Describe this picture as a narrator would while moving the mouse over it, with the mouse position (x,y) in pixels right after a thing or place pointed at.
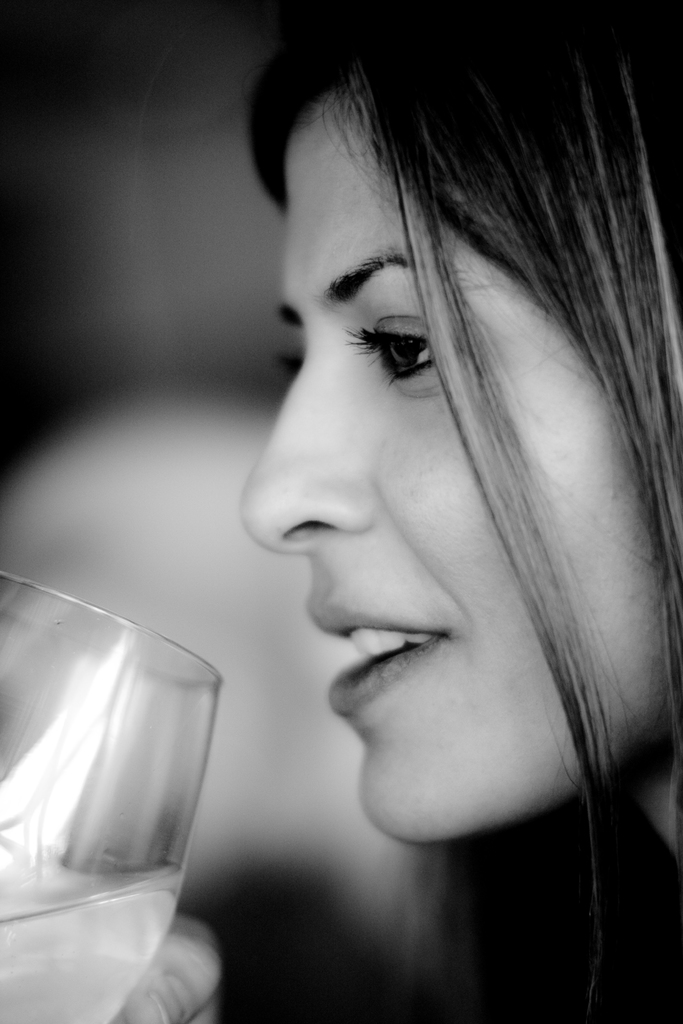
As we can see in the image there is a woman (423,744) holding glass (72,795).
